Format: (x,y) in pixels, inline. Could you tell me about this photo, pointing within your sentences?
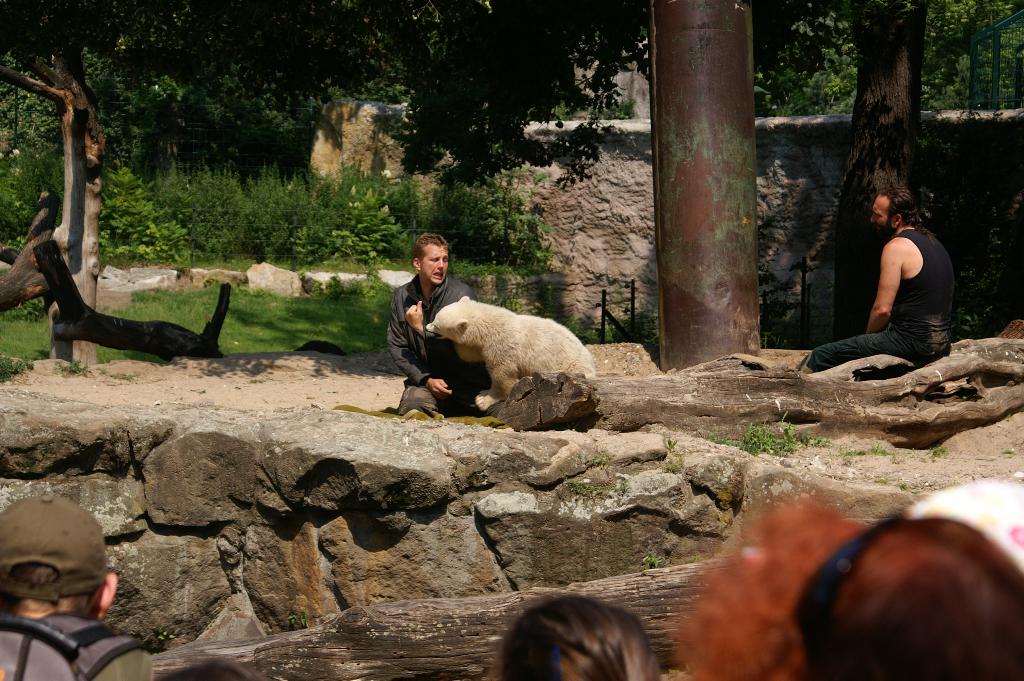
Here we can see an animal (562,329) and few persons (463,373). This is rock (521,525). In the background (314,317) we can see grass (361,320), plants (460,248), trees (626,23), and a wall (638,221).
